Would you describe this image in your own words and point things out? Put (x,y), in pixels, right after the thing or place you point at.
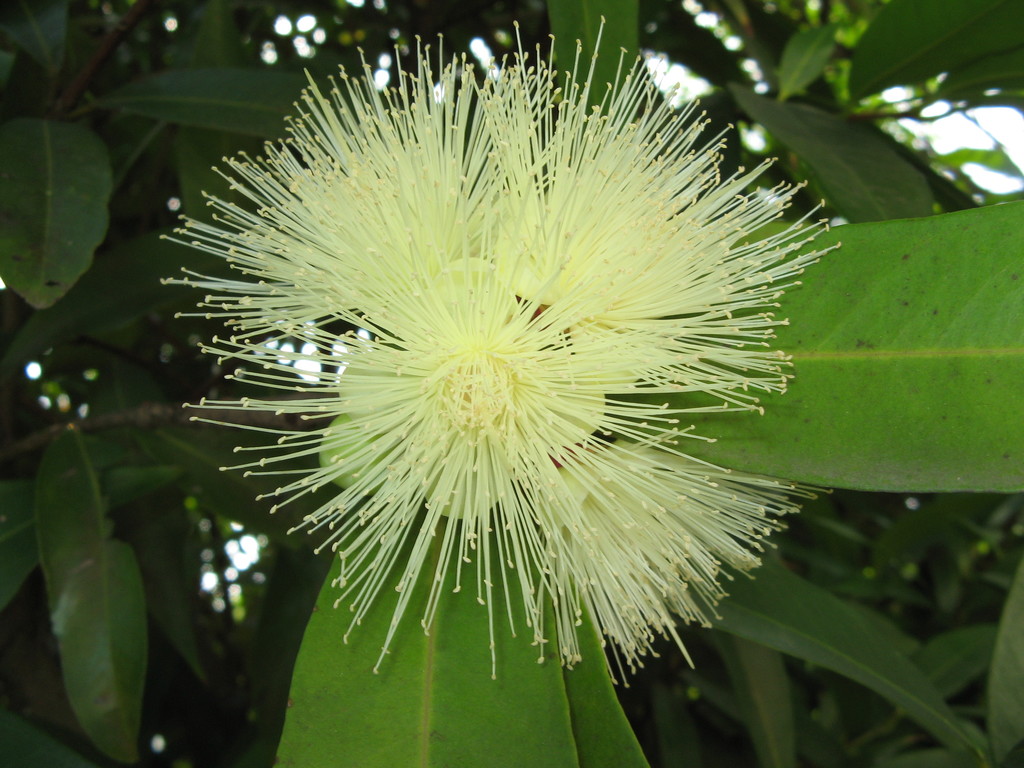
This image consists of a plant (391,358). There is a flower (642,308) in green color. In the background (240,100), there are leaves (59,185).
